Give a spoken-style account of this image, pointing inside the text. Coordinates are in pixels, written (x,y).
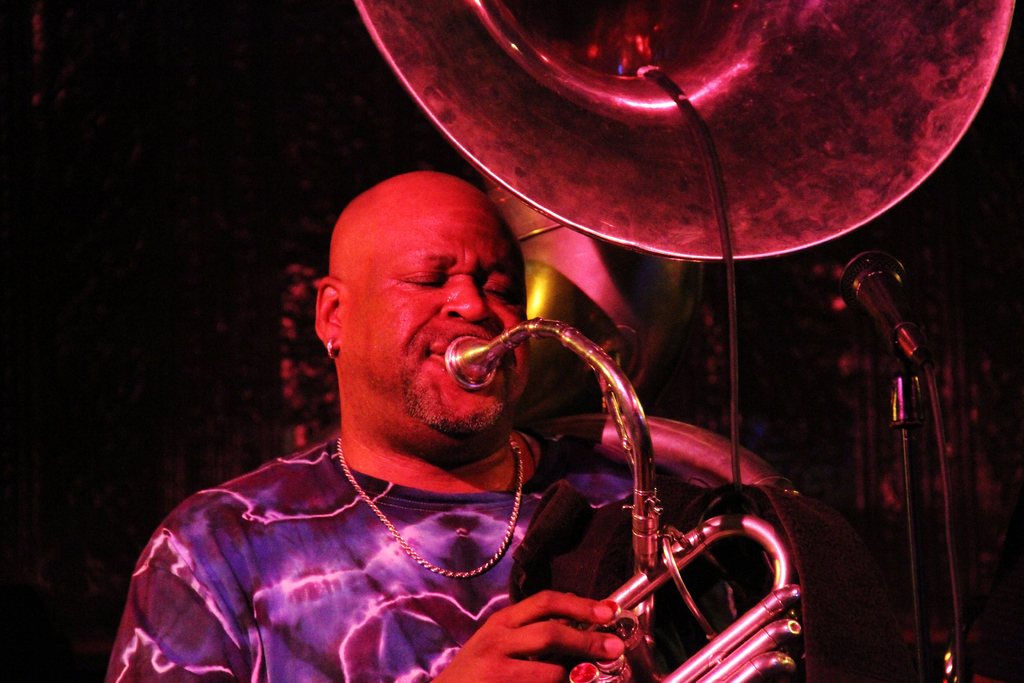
In this image in the middle (458,424) there is a man (473,560) he is standing he is playing sousaphone (572,337) he wears t shirt (330,565) and chain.
